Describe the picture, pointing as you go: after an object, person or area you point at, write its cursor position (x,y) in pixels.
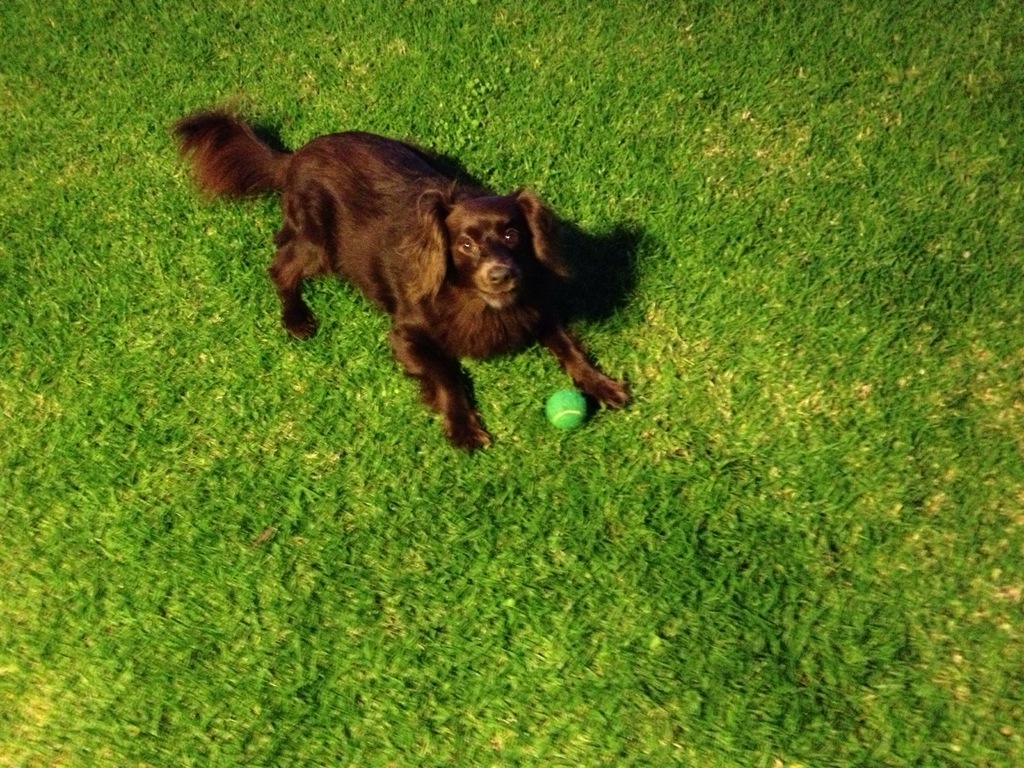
In this image I can see a dog (423,335) and a green color ball (575,421). I can also see the grass (563,433).
